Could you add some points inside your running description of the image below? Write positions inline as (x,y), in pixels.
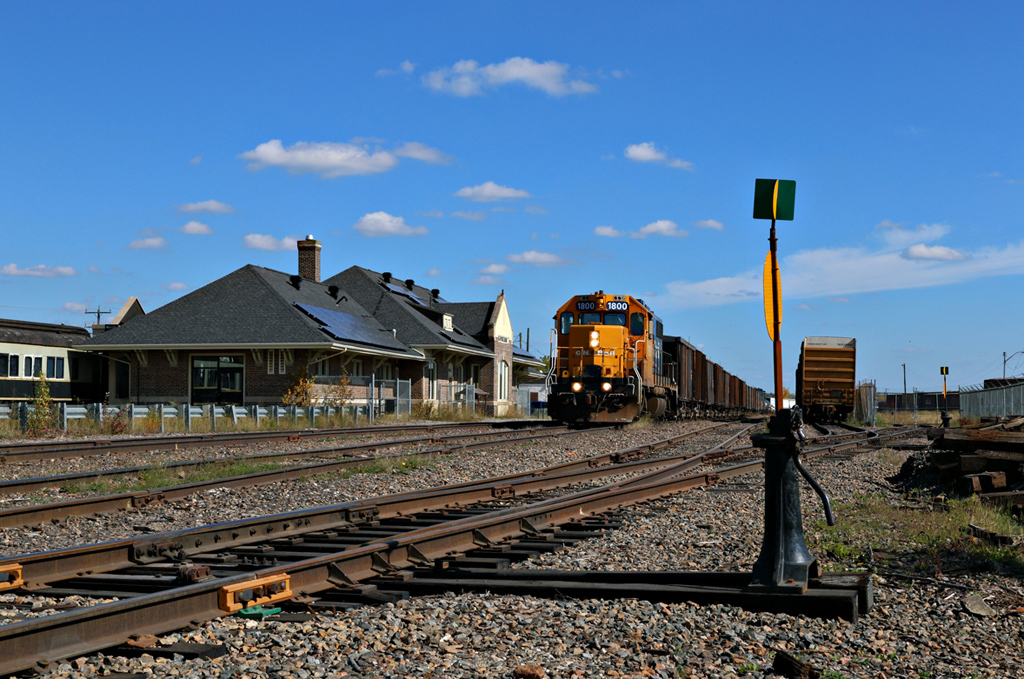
In this picture we can see few trains (577,412) on the tracks (519,439), beside to the trains (634,408) we can find few buildings (214,316), poles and fence (326,413), and also we can see stones (620,545) and clouds (716,280).
